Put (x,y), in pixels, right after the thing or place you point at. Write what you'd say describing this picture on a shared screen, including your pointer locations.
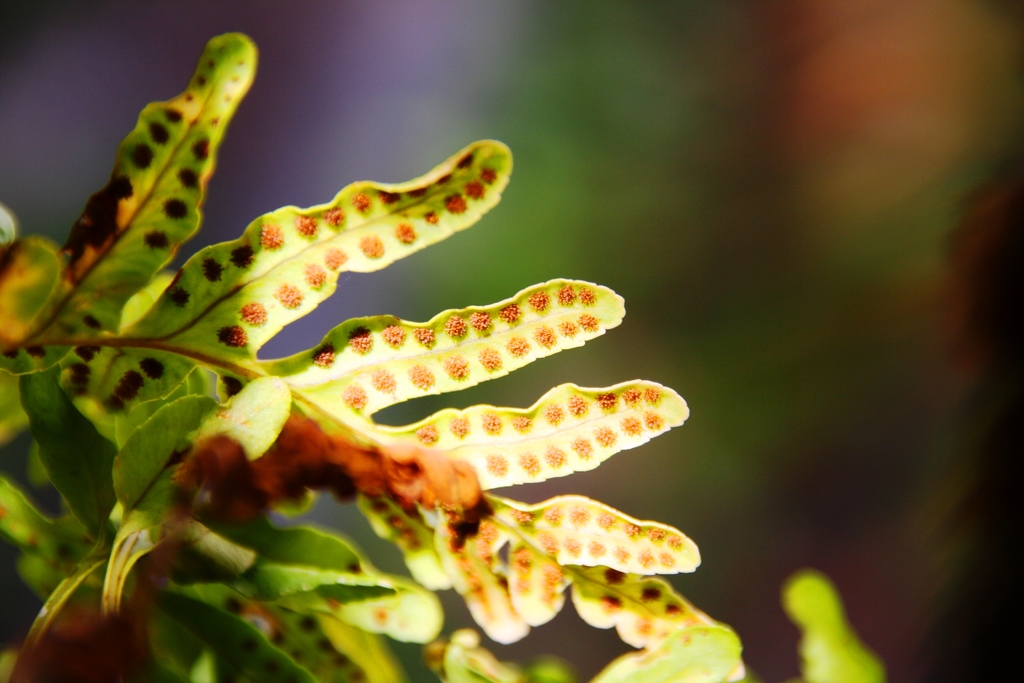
In this picture we can see leaves (314,406) and in the background (215,218) we can see it is blurry.
